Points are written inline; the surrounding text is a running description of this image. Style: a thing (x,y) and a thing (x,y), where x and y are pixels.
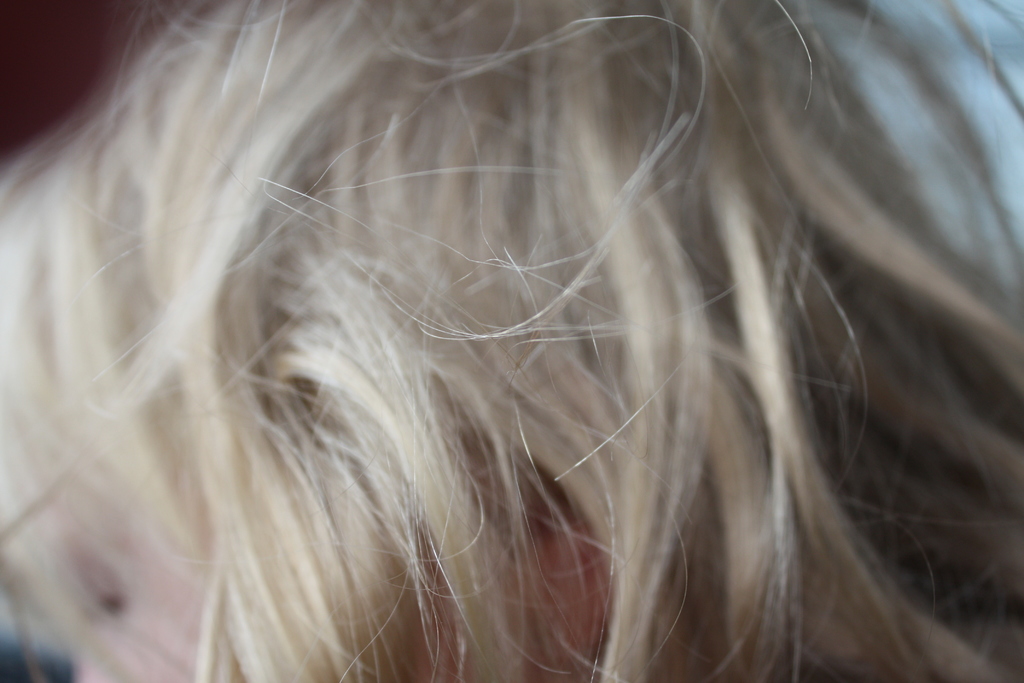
In this image there is a person (150,583) having hair (374,404).
